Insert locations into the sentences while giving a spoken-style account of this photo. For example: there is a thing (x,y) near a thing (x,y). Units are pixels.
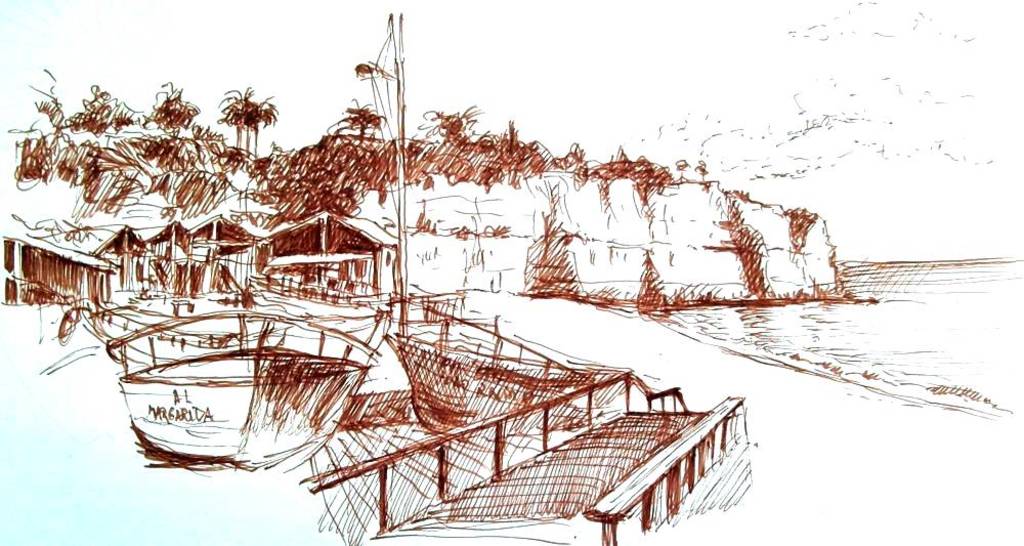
This is an art near sea shore (828,367), in the back (339,301) there are homes (213,231) with trees (514,156) behind it on the hill (236,185), in the front (184,369) there are boats (504,405) with sand (875,533), on the right side (921,337) it seems to be a beach (936,339).
